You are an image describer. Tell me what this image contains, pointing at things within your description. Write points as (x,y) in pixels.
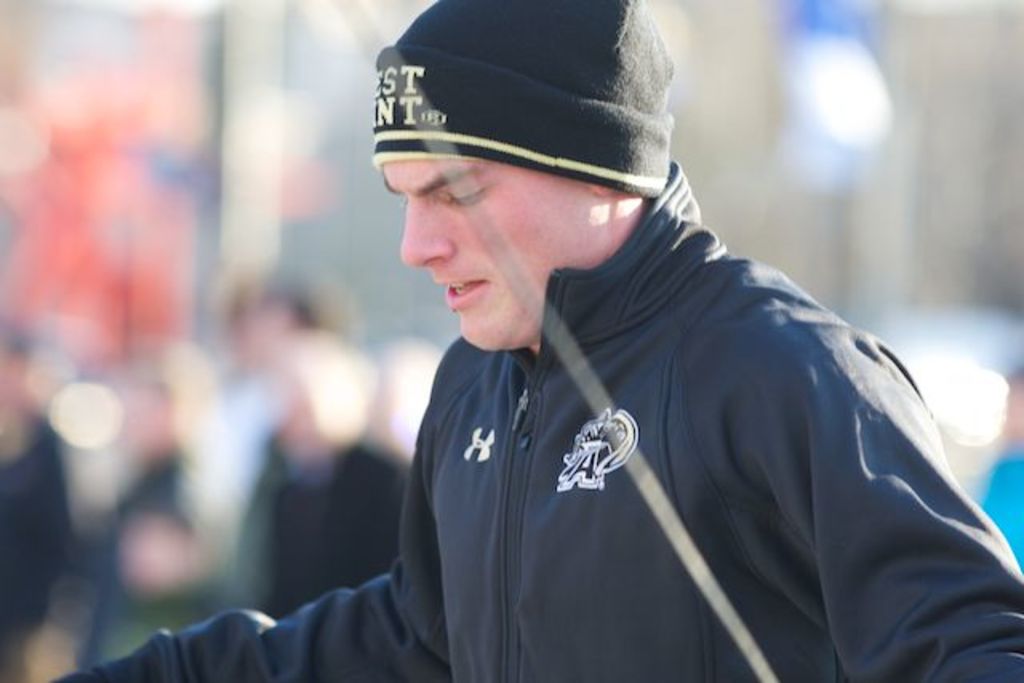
There is a man (607,232) wore black jacket (537,463) and cap (571,41). In the background (921,238) it is blur.
